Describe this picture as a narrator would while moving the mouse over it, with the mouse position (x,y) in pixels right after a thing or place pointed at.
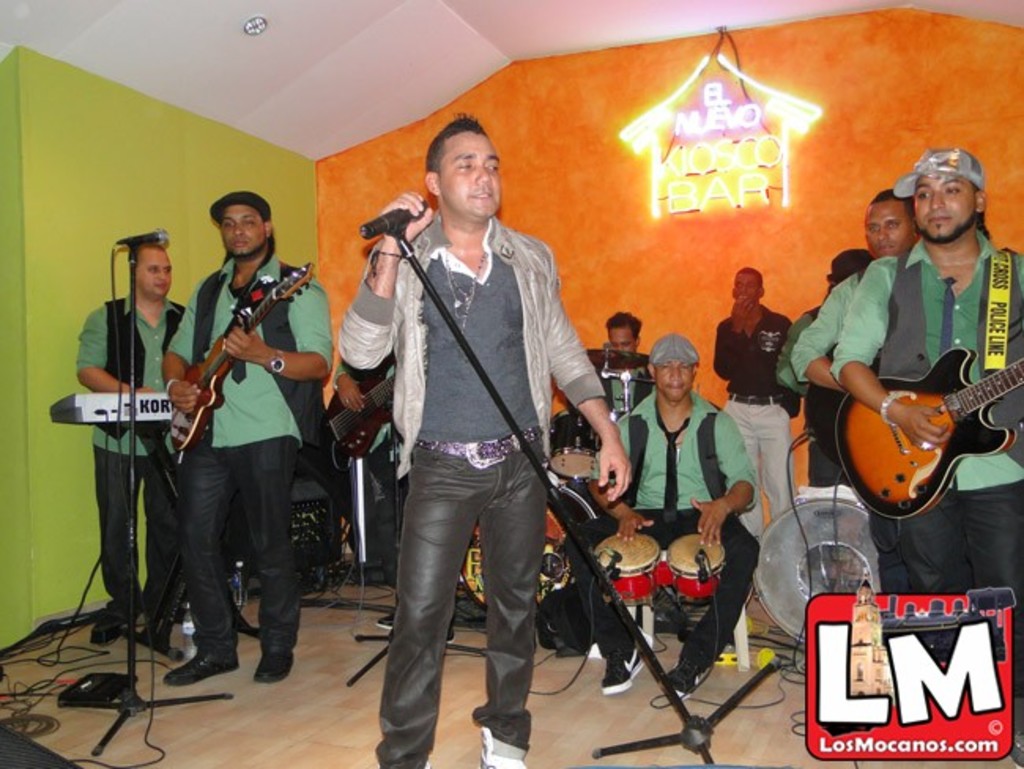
In this image, group of peoples (881,275) are playing a musical instruments (868,512). And the center person (519,352) is holding microphone (404,224) in his hand (412,234). Here we can see stand (741,691), wires (80,627) on the floor (616,724). Back side, we can see orange color. On left side (140,200), we can see green color wall (82,250) and white color roof (394,21). here we can see right side person (971,171) is wearing a cap (964,167) on his head (978,191).
